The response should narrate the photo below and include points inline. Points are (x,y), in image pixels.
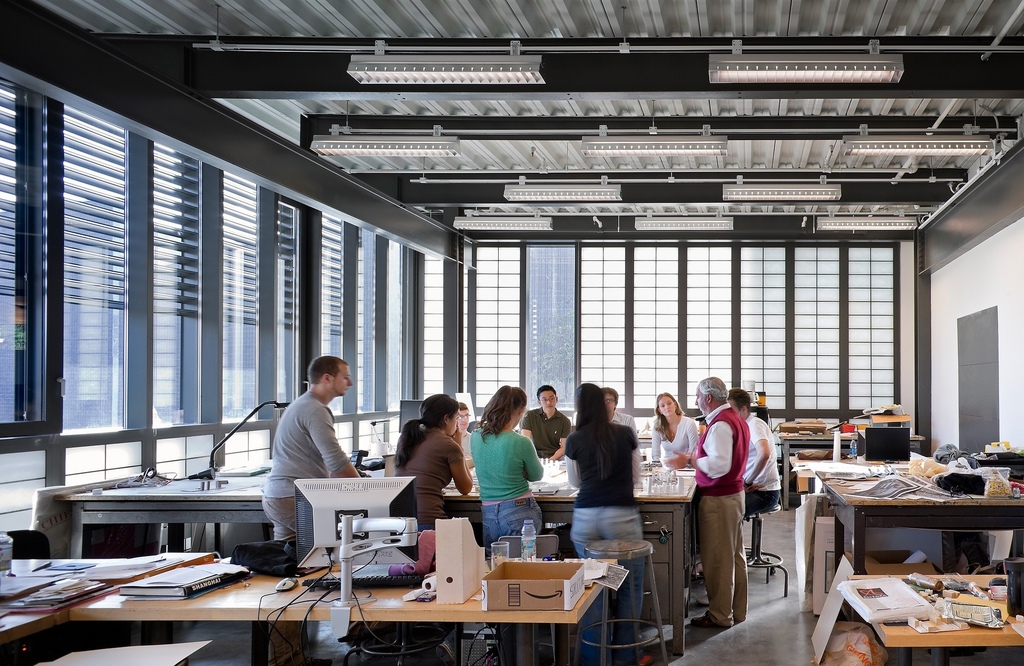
There is a group of people (586,467). They are standing. On the right side of the person (750,490) is sitting on a chair (752,520). There are 3 tables (801,440) on the right side (956,520). There is a books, pages (890,492), cpu (884,459), bottle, pen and sketches (863,474) on a table (848,443). There is a another table (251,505) on a left side. There is a keyboard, mouse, box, file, book (188,588), papers (186,574) and machine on a table (173,611). We can see in the background (155,172) windows (178,282), lights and wall (967,336).
